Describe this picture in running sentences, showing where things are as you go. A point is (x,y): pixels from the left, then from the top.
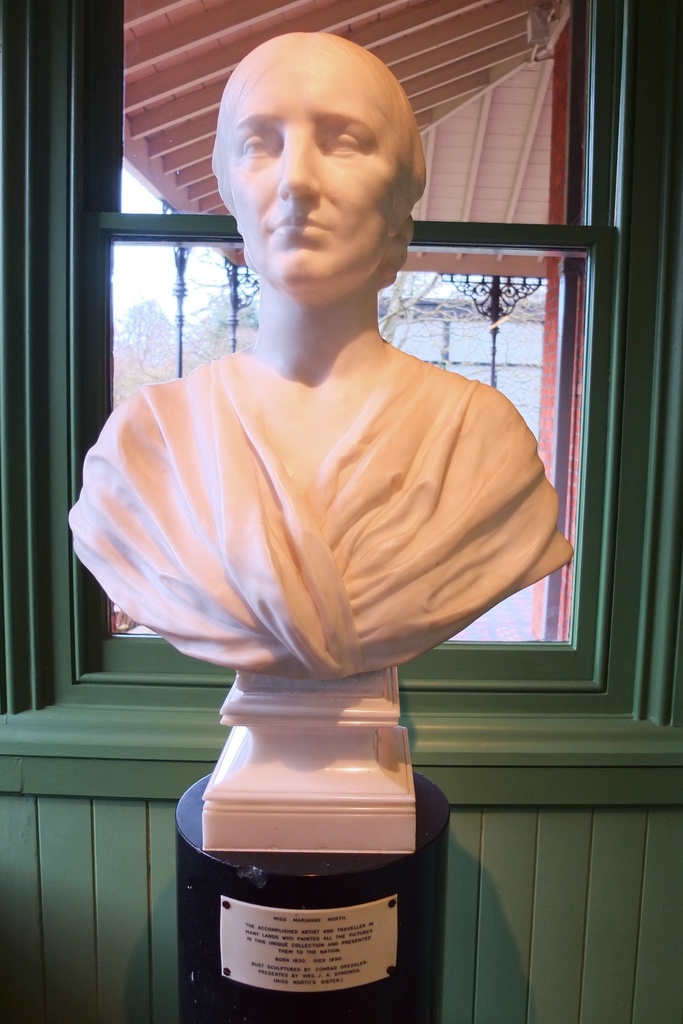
This picture contains a statue (285,160) of the woman (264,201) which is placed on the black color box (296,906). Behind that, we see a green wall (587,810) and a window (451,309) from which we can see poles (495,281) and trees (202,319). At the top of the picture (488,112), we see the roof (183,94) of the room (155,149).
